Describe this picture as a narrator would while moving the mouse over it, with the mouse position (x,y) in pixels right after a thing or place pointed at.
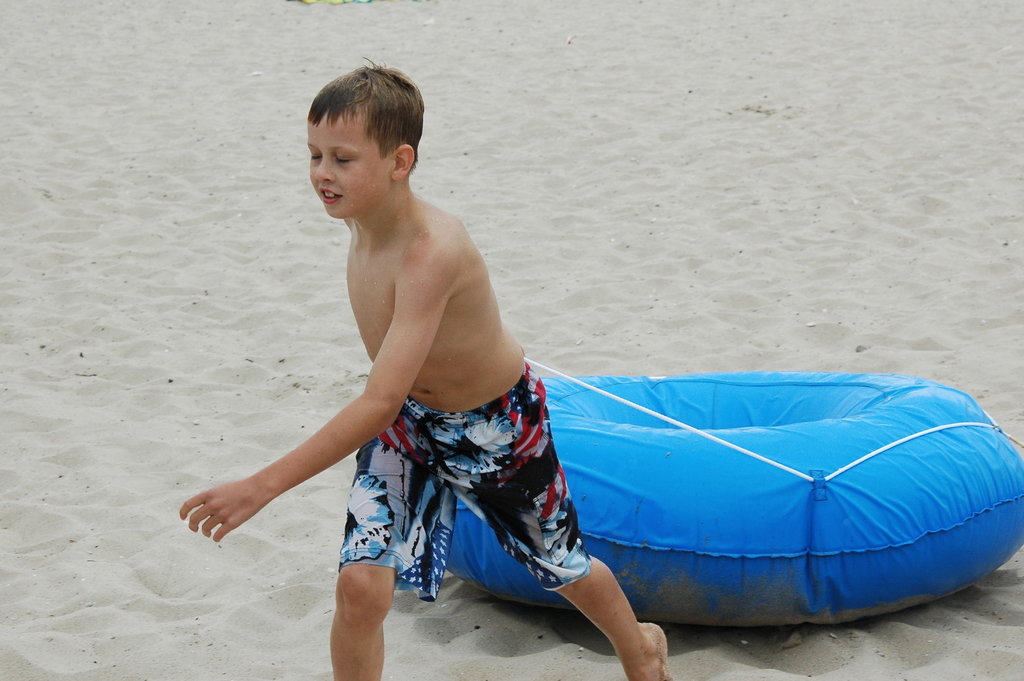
In this image in the front (385,405) there is a boy (396,456) holding an object (669,482) which is blue in colour. In the background (645,167) there is sand (850,161) on the ground (807,170).
